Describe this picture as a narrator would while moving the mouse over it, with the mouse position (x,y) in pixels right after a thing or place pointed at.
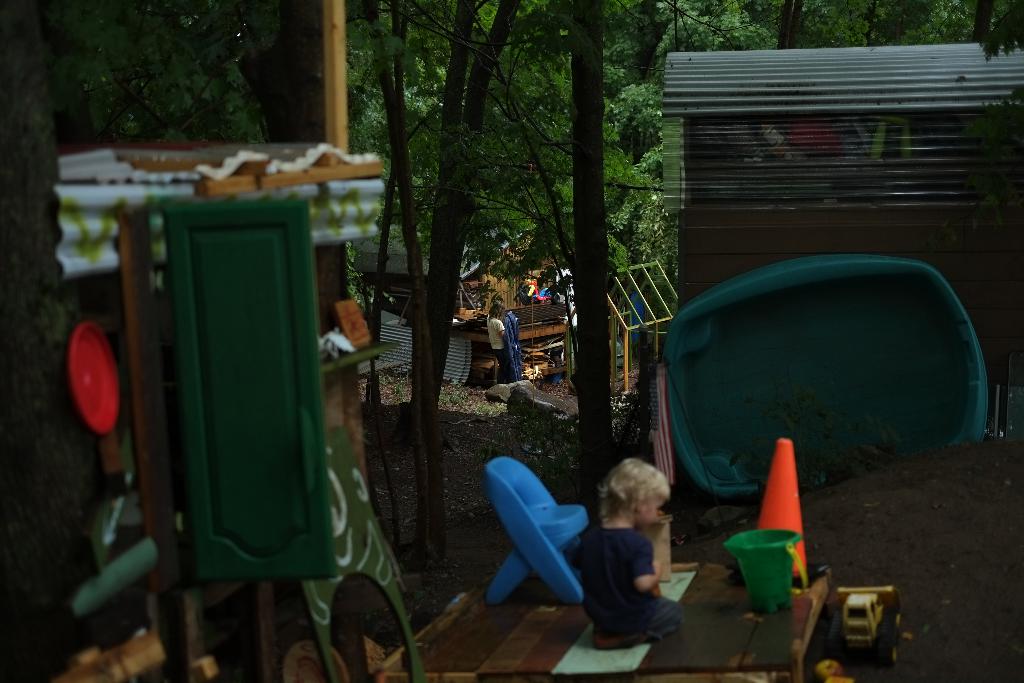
In this image, There is an outside view of a picture. There are some trees (565,130) at the top of the image (601,93). There is a kid (608,613), bucket (735,551) and divider cone (779,485) on the right side of the image (764,538). There is a person (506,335) who is center of the image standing and wearing clothes (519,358). There is a shed (901,122) on the right side of the image (901,122).
